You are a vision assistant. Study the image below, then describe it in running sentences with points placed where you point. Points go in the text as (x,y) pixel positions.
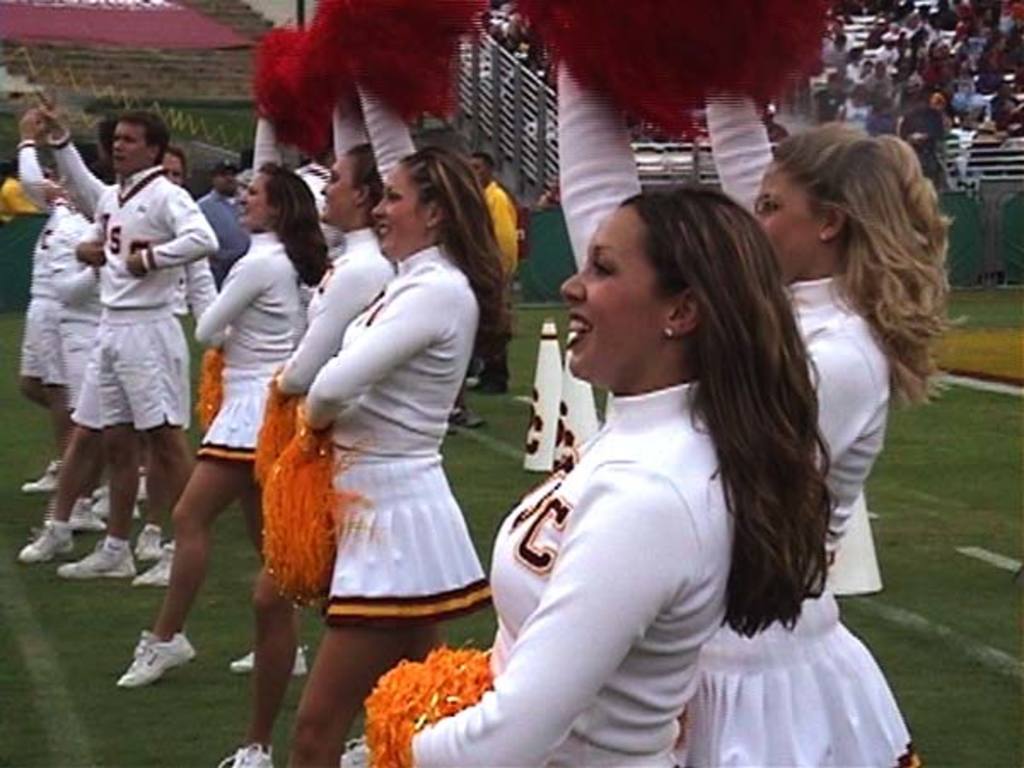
In front of the picture, we see five cheer girls (373,416). Beside them, there are four men (158,249) wearing white t-shirt (167,194) and I think they might be cheering Behind them, we see many people (520,214) standing. Behind them, we see iron fence (641,177) and many people (866,101) sitting on the chairs (857,32). This picture might be clicked in the ground (470,616). On the left top of the picture (143,41), we see seats (178,87) with a red color cover (93,22).
